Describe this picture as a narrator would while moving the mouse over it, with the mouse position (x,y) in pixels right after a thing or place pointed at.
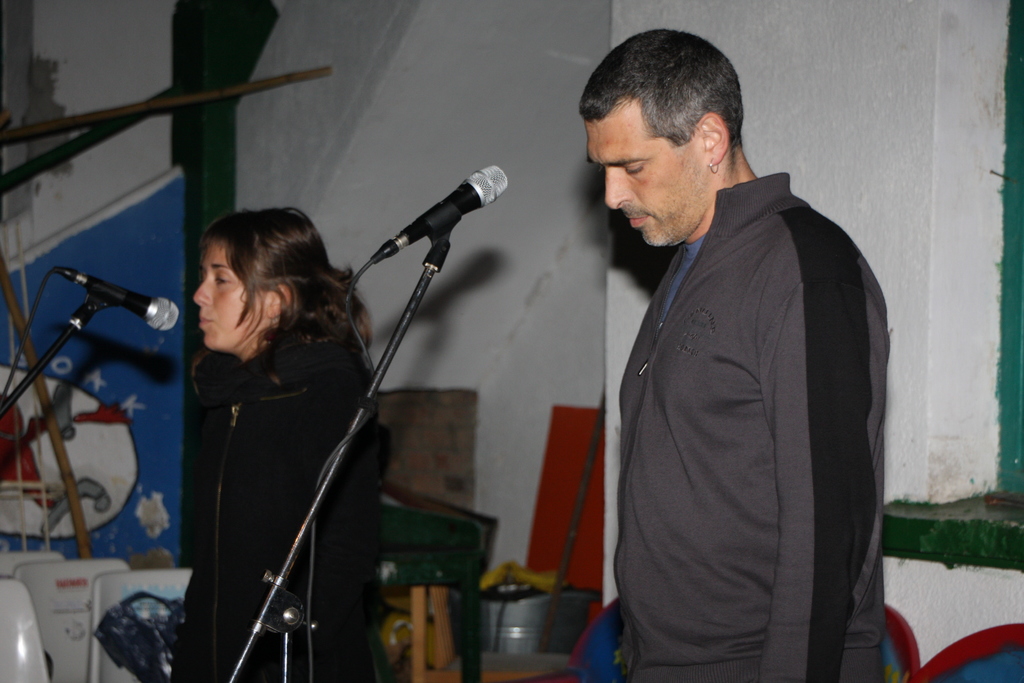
In this image there is a man (740,432) in the middle (669,354). In front of him there is a mic (455,213). Beside him there is a girl (251,373) standing on the floor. In front of her there is a mic (169,325). In the background (65,606) there are chairs (52,606) at the bottom (48,617). On the right side (841,137) there is a wall (747,43).
